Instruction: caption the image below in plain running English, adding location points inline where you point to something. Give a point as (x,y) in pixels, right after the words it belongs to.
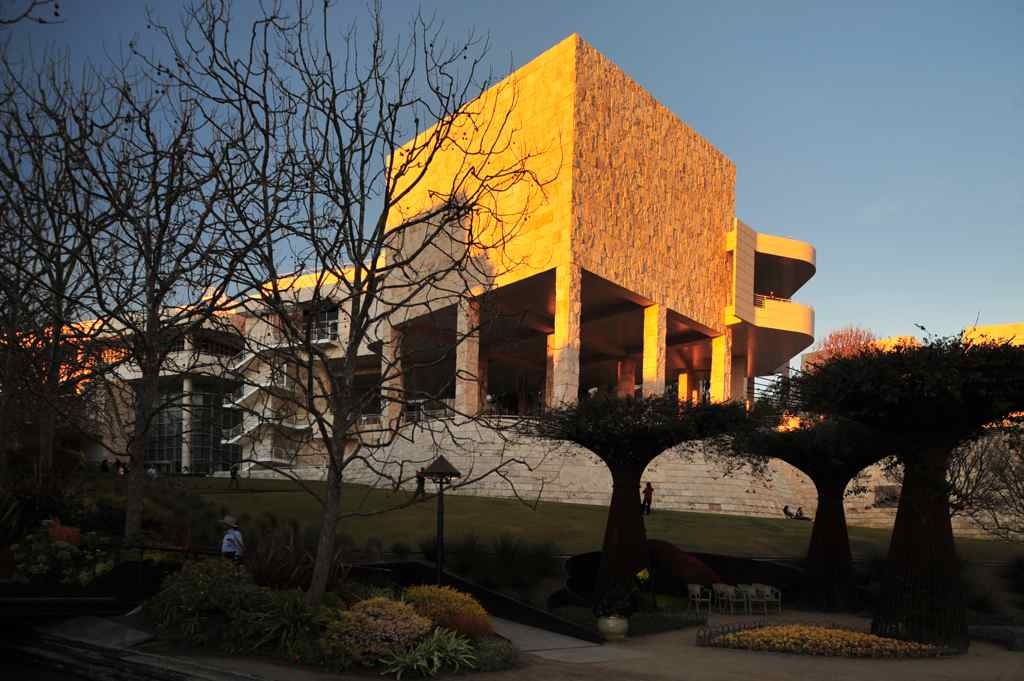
In this image we can see a person (236,538) standing in the garden (171,550), there are some trees (144,435) and at the background of the image (570,245) there is building (601,289) and clear sky (725,101).
